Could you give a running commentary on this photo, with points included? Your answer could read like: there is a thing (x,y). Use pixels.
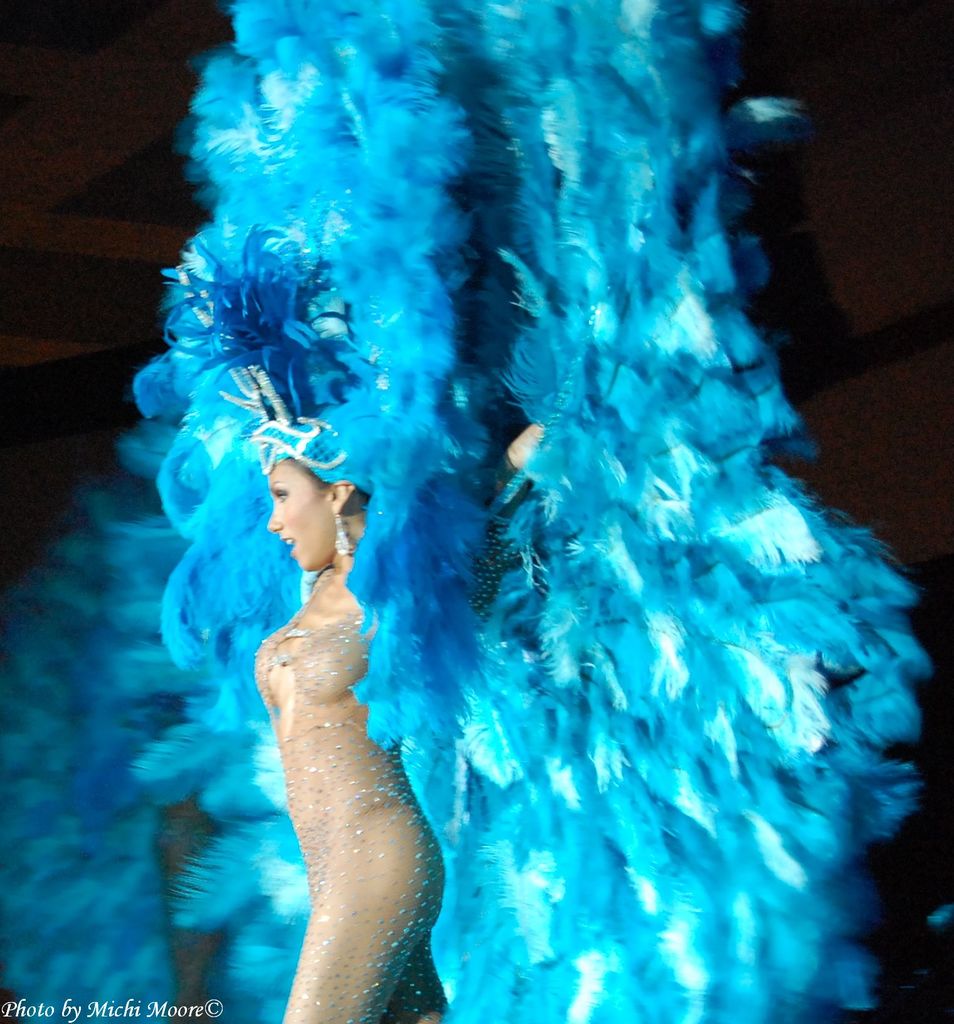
Here in this picture we can see a woman (310,698) walking on the stage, as we can see she is wearing a decorated costume (310,267) on her and she is smiling.
